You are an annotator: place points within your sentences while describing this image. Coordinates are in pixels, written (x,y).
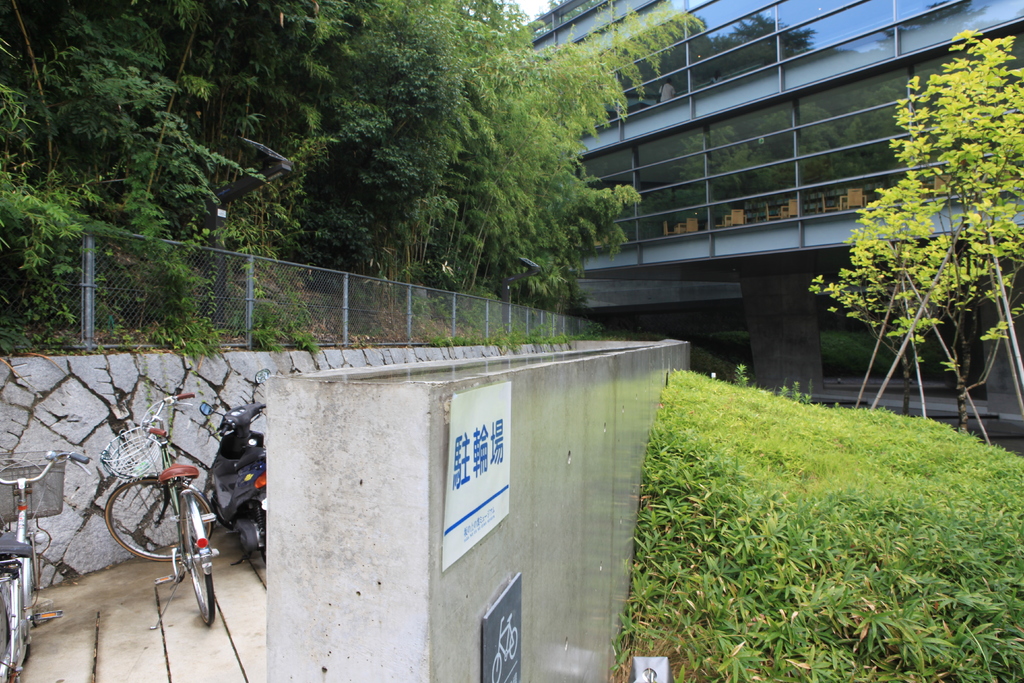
In this image we can see a building (658,294). We can also see some chairs (740,221) from the glass windows (756,210). We can also see grass (826,424), boards (504,663) on a wall (581,656), some vehicles (205,608) parked beside, a wall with a metal fence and some plants (362,211).
